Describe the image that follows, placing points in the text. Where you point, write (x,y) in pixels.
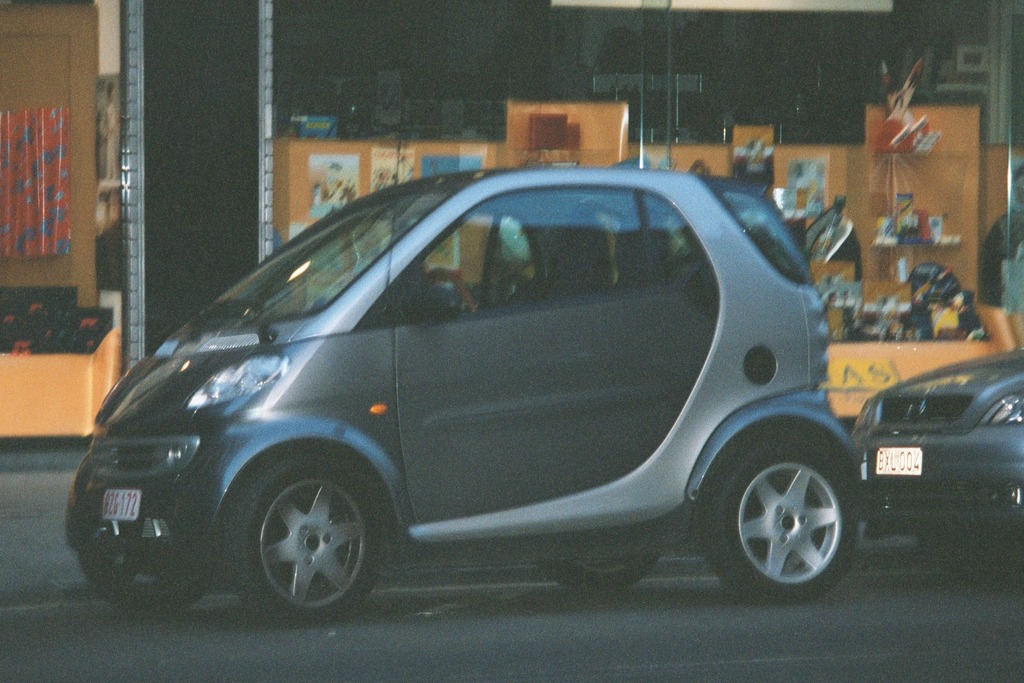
In the image there is a car (431,307) parked on road (530,621) with another car (969,501) behind it and the background (93,176) it seems to be a building (135,178) with some stores (321,174) in front of it.
